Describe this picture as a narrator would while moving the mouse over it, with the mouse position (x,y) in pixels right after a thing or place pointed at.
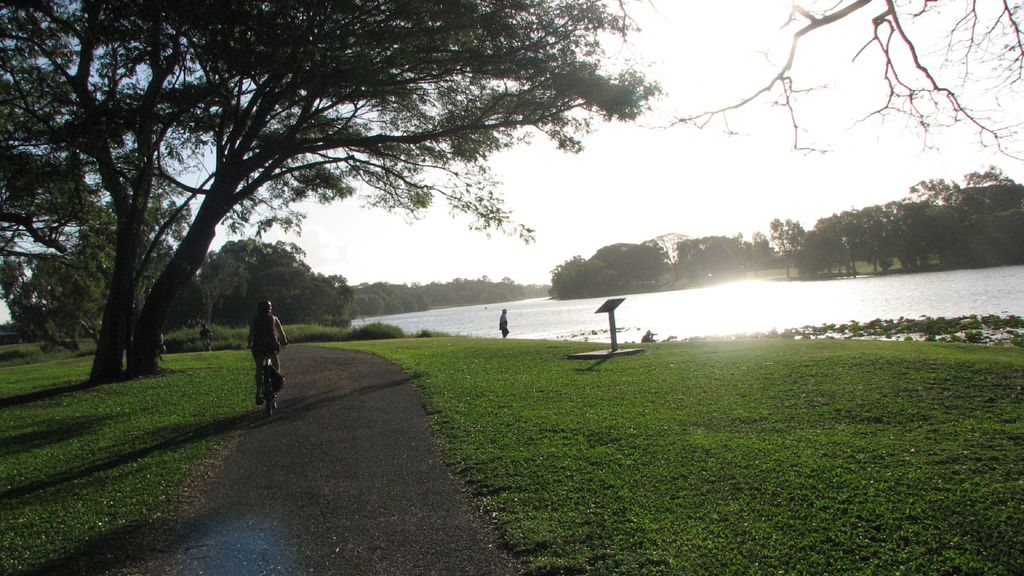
In this image we can see some people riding bicycles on the road (328,448). In the center of the image (506,317) we can see a person (504,331) standing beside a water body (571,311). We can also see a group of trees (754,245), the grass (702,454) and the sky (522,273) which looks cloudy.
